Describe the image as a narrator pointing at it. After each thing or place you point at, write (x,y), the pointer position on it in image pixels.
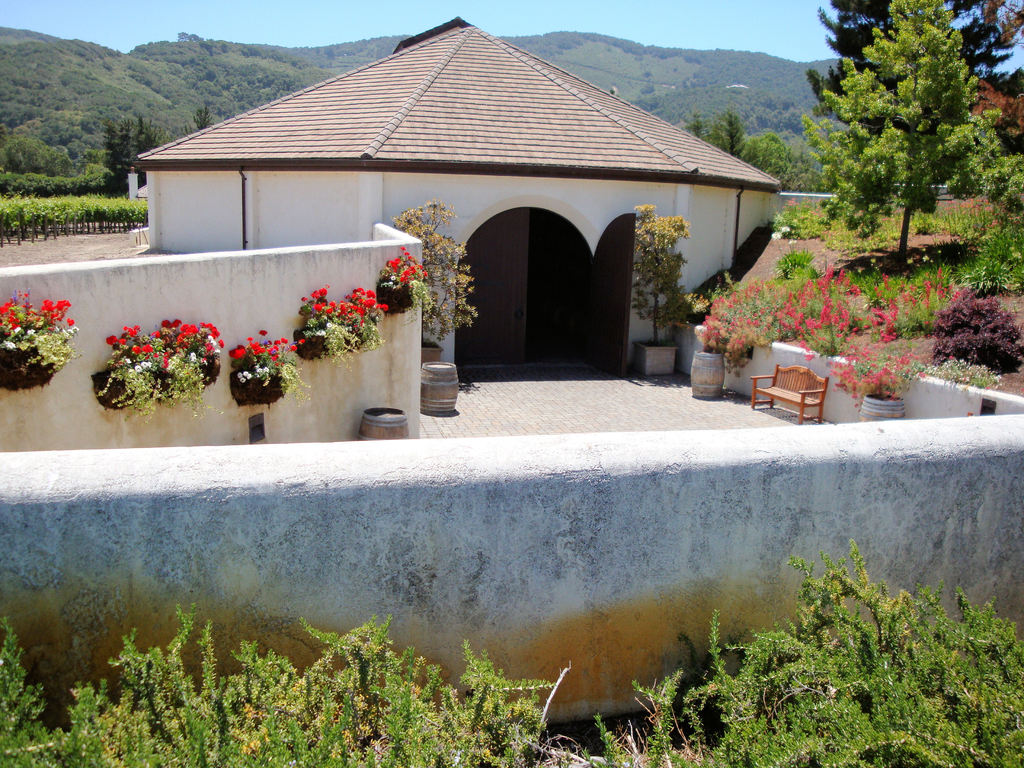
In this image there is a wall (761,495), behind there are few wine drums (423,397) having plants (734,320) in it. There is a bench (792,396). There are few pots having plants (434,330). To the wall (208,402) there are few pots (265,379) attached to it. In pots (273,380) there are few plants (176,357) having flowers (132,352). Behind it there is house (518,210). Bottom of image (996,655) there are few plants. Left side (49,214) there are few plants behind the fence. Right side (986,235) there are few plants (952,231) and trees (960,34). Top of image (20,80) there is hill (688,96) and sky (336,27).
